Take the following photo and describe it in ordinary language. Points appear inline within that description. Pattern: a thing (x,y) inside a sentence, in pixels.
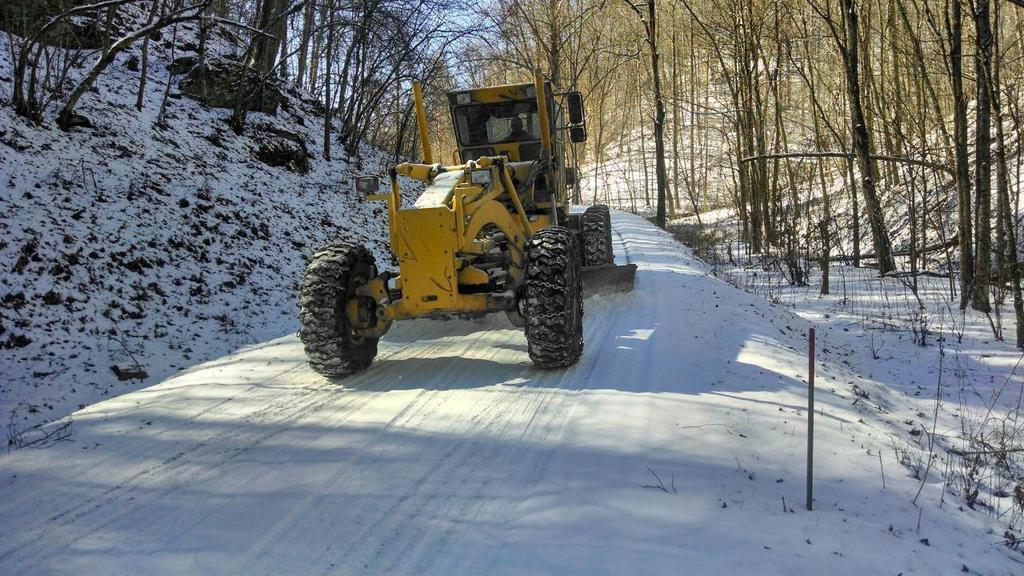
This picture might be taken from outside of the city and it is sunny. In this image, in the middle (570,348), we can see a grader (510,191) moving on the ice road (579,370), in the grader (512,158), we can see a person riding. On the right side (791,24), we can see some trees (672,93). On the left side (309,16), we can also see some trees (273,16). On the top (475,47), we can see a sky (464,16), at the bottom (585,539) there is an ice (530,517).
